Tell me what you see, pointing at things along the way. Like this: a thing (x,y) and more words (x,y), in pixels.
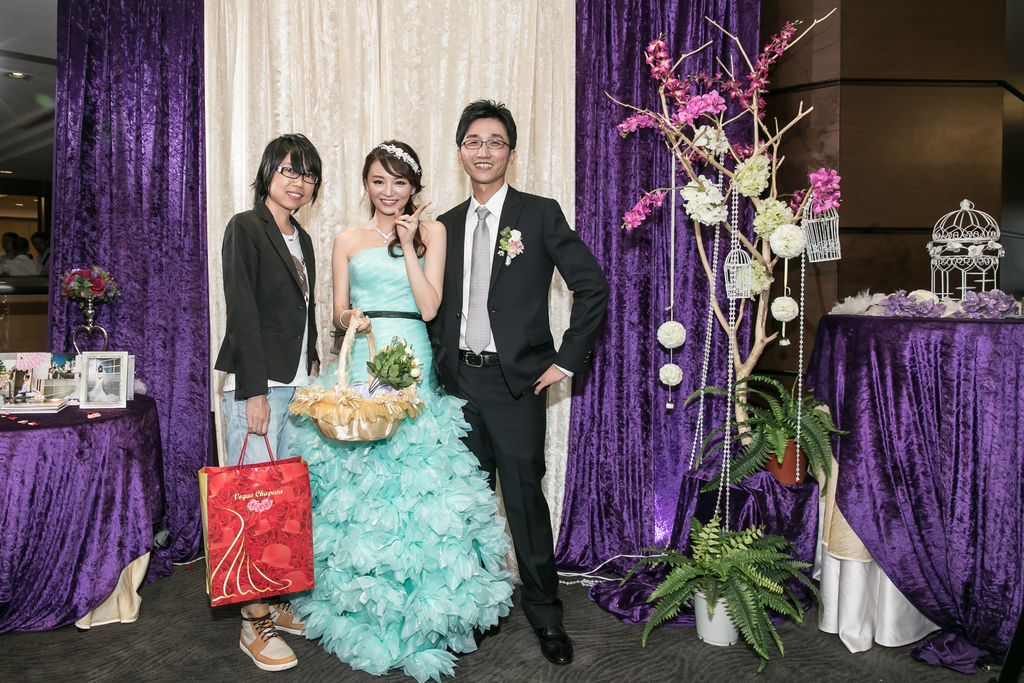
On the left side of the image (142,121) I can see curtains (127,234), flower bouquet (99,275) and photo frames (123,384). On the right side of the image (765,462) I can see plants (740,628), curtains (630,164) and trees (821,201) with flowers (765,222). In the middle of the image (506,381) I can see people (322,383) are standing and smiling and holding the flower bouquet (359,440).
